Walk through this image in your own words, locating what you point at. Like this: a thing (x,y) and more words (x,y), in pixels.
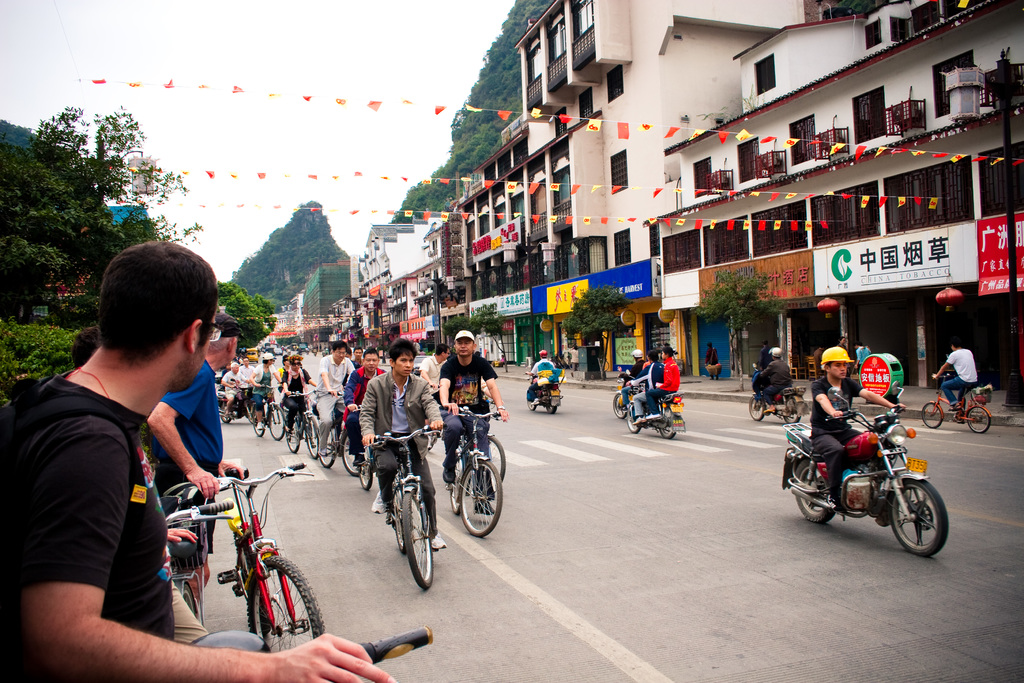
in this picture there is a group of persons (404,364) who are riding a bicycle (359,468) on the road (615,619). On the right (836,414) there are some persons (627,380) who are riding a bike (845,473). On the left (87,205) there is a tree (27,229). On the right (947,173) we can see a buildings (620,209) over there. On the left there is a street pole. On the bottom left corner (148,563) there is a person (118,564) who is wearing a black t-shirt (93,500).
